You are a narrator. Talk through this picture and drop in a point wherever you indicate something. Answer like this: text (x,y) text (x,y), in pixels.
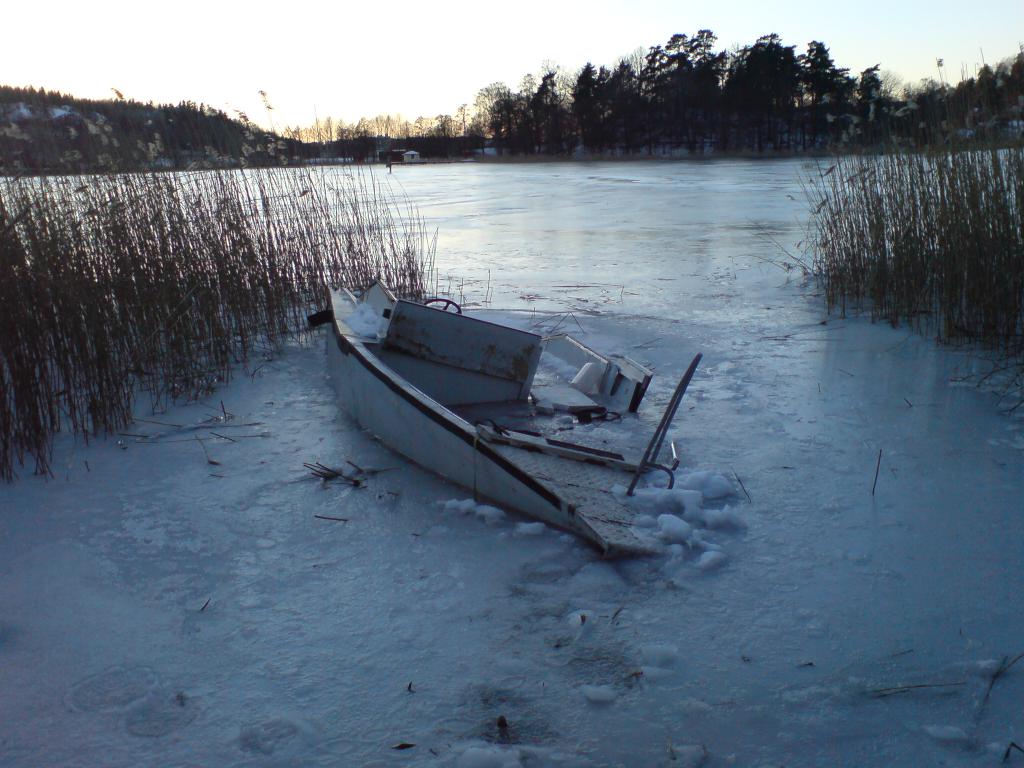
In this picture we can see a boat (514,461), there is Ice (793,439), there are some plants (919,307) and in the background of the picture (397,147) there are some trees (303,143), houses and top of the picture (373,49) there is clear sky (373,49).
